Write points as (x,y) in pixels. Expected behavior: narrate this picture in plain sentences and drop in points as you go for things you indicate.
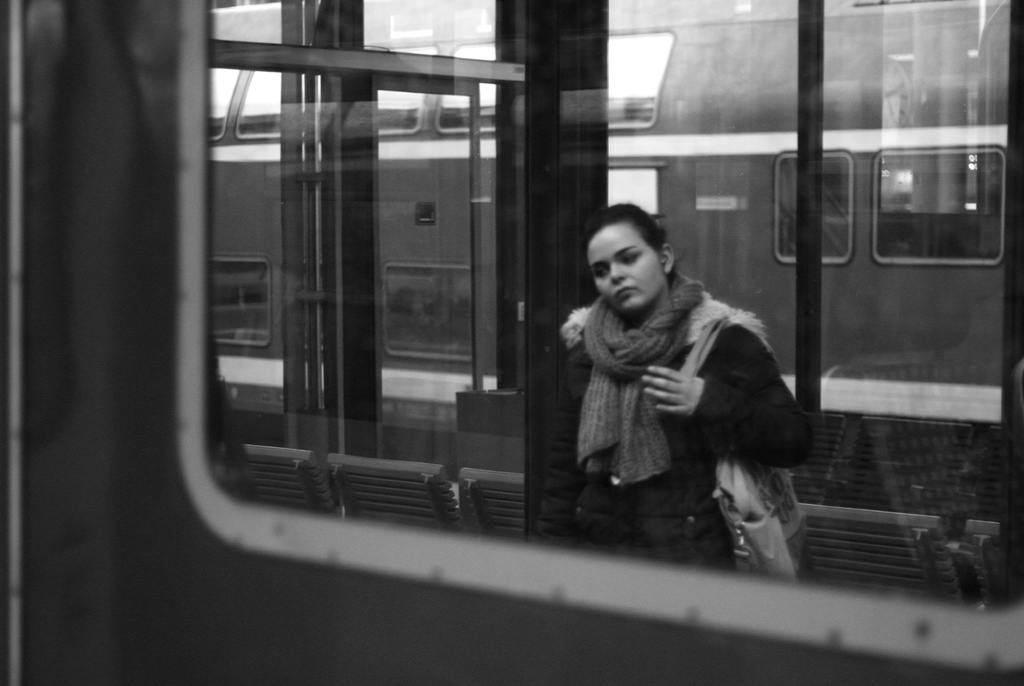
In this image we can see a train (868,165). There are few chairs (868,575) in the image. A person (634,511) is wearing a handbag (756,533) on her shoulder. There are some reflections (366,132) on the glasses (785,115).
